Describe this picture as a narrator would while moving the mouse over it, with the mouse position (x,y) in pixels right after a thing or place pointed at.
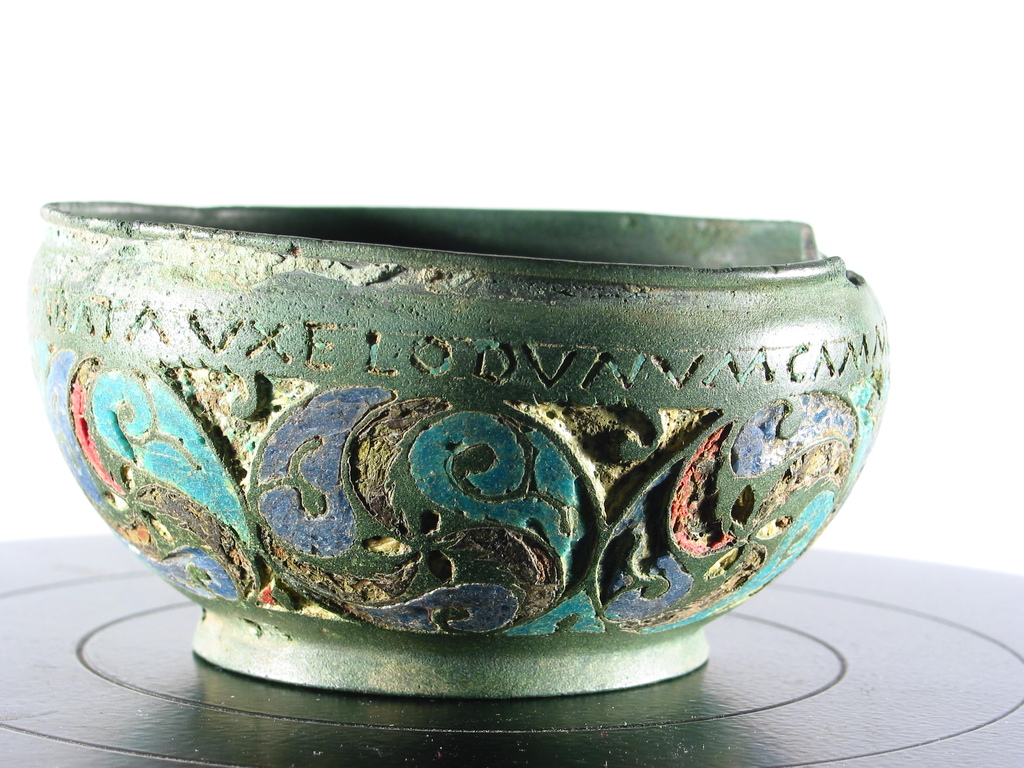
In this image we can see a bowl (535,447) on a black surface (459,720). On the bowl (343,448) we can see some text (308,365) and design (377,438). The background of the image (216,202) is white.
